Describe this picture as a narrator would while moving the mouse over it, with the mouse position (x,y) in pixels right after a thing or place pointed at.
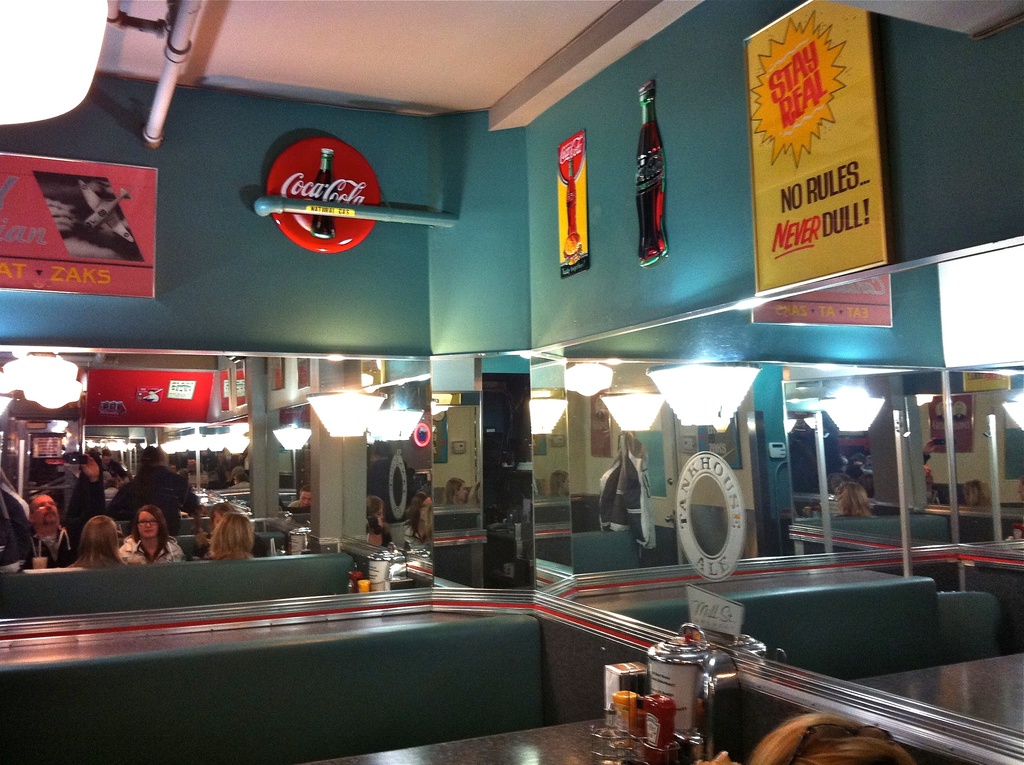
This is the picture of a cafeteria (120,326) where we have some people (145,529) and things (668,671) on the table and some boards (83,248) on the wall (348,256).
